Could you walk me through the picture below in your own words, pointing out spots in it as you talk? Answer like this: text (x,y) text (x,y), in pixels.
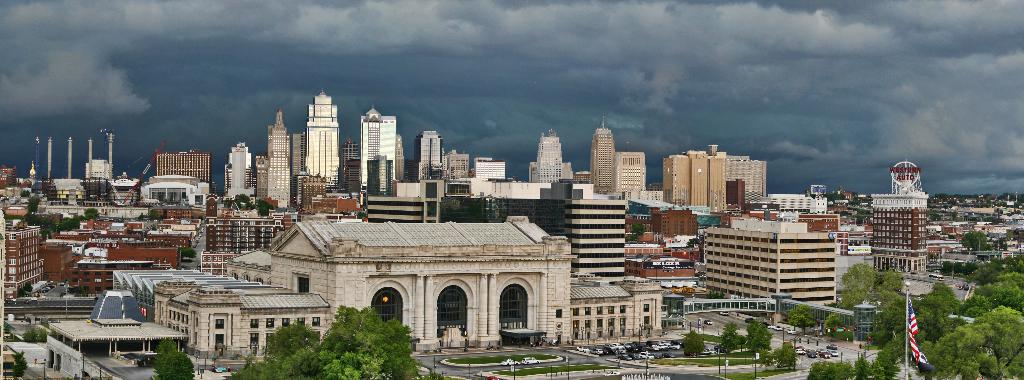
In the image in the center (491,229) we can see buildings (652,274), trees (726,329), plants (756,332), grass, poles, vehicles (750,319), banners (699,329), pillars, road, flag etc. In the background (645,71) we can see the sky (332,25) and clouds (424,84).
